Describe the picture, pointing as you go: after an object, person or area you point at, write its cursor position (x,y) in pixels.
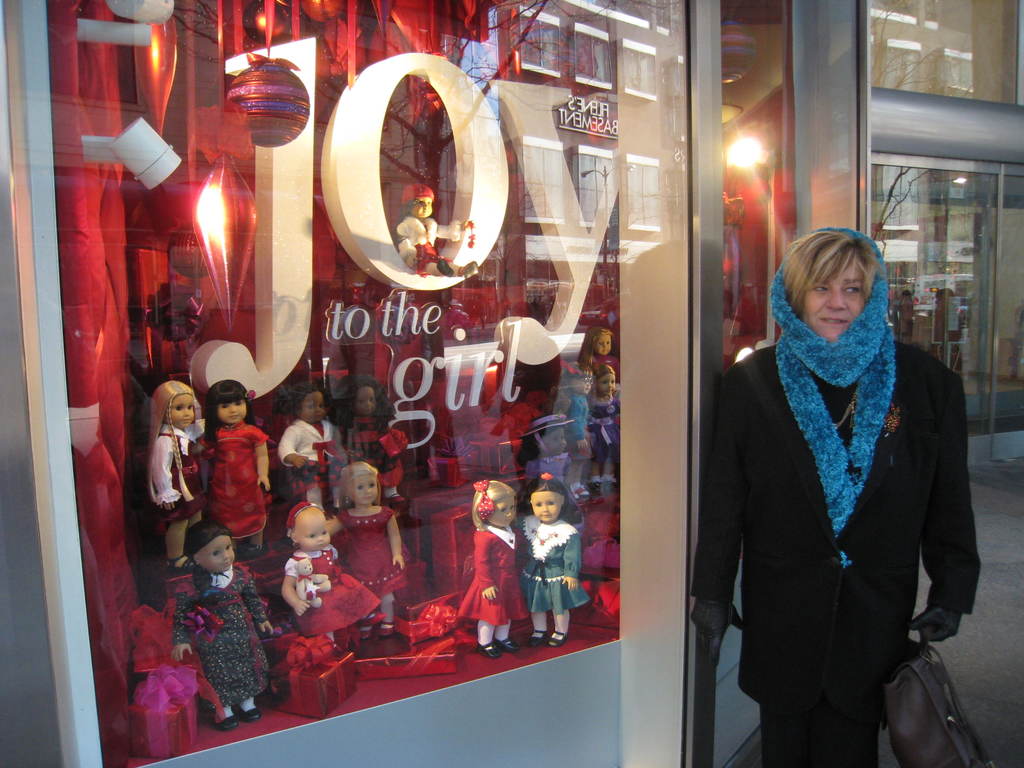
In this picture, it seems like a toy store (134,419) and a lady (844,256) standing in the foreground (888,411), by holding a bag (926,688) in her hand (924,623), there is a building (904,128) and light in the background (822,160).
